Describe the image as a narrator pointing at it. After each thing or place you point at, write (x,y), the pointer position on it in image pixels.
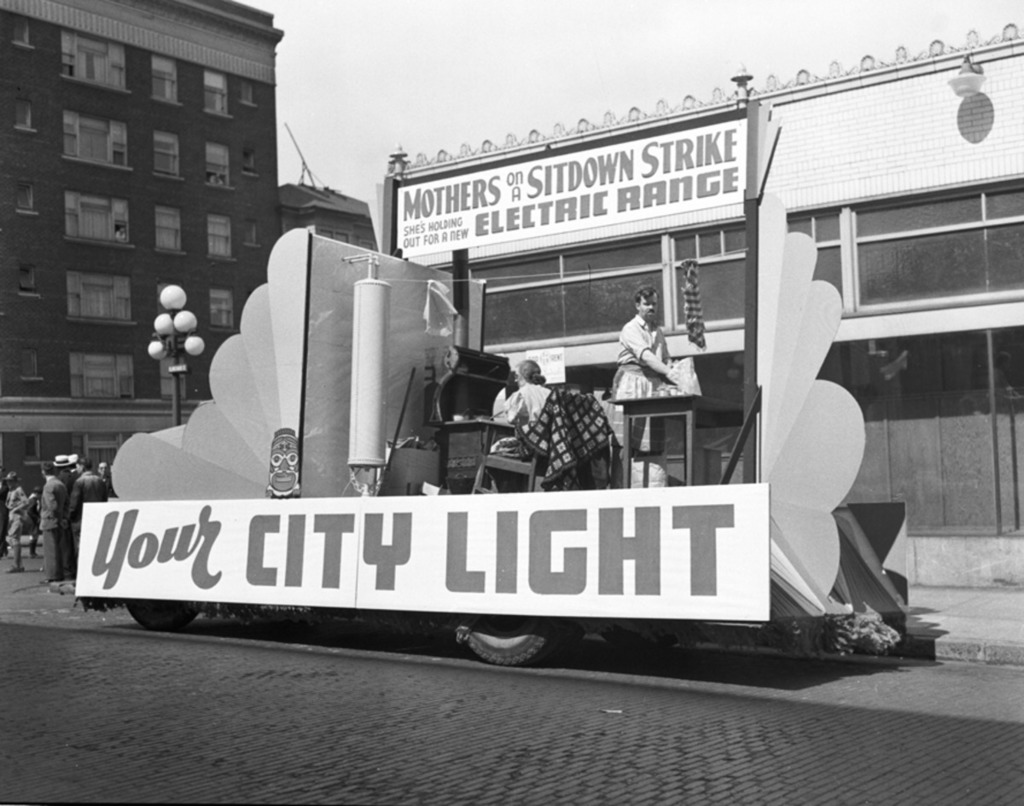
In the foreground of this black and white image, there is a vehicle (532,575) with a board (672,556) and few decorative object (761,336) and also there is a man (641,342) and another person (529,408) sitting on the chair (510,462) on the vehicle (752,425) along with few objects (471,462). In the background (896,156), there are buildings (158,244), a pole (161,340), few people (60,505) standing on the road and the sky (487,59).
